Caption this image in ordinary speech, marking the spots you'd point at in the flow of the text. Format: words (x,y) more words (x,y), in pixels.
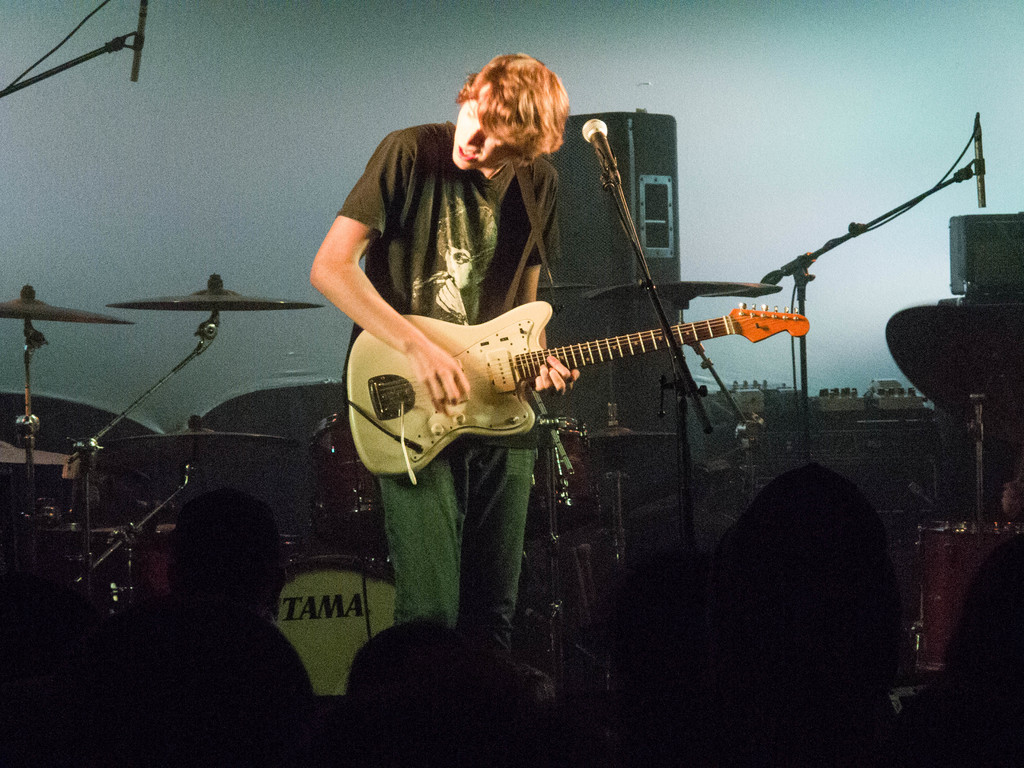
In this image there is a man (525,133) standing and playing a guitar (490,344) near a microphone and at back ground (567,16) there are drums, speakers (864,428), crash cymbals (90,315), cymbal stand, group of people (115,755), wall (236,191).
